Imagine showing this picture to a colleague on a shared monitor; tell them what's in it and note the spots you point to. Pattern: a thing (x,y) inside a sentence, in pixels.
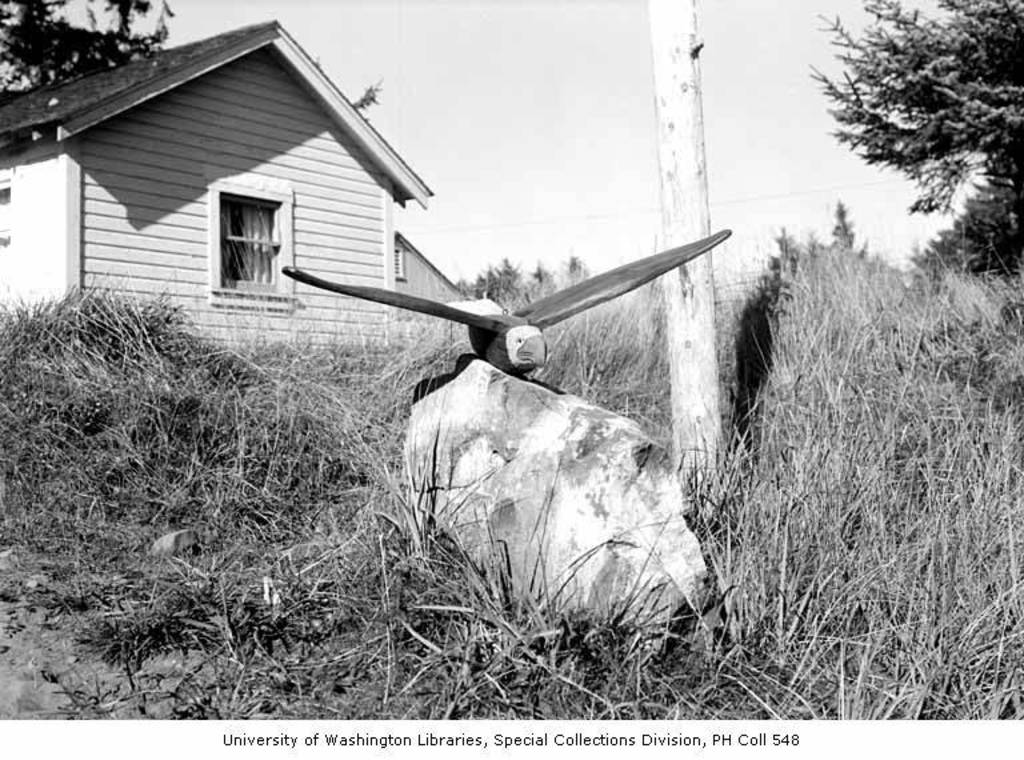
This is a black and white. In this image we can see there is a house (277,213). There are plants (281,423) and trees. There is an object (510,323) on the rock (600,473). In the background (570,115) we can see the sky (485,141).
